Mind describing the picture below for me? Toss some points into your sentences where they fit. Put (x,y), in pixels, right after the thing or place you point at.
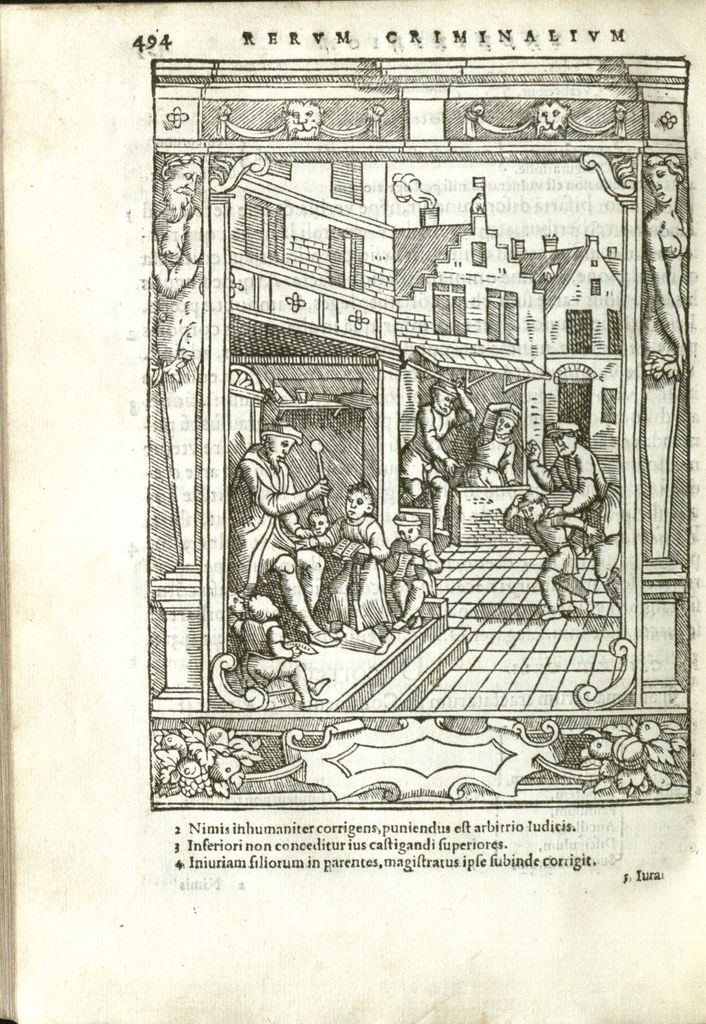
In this image I can see a group of people (357,588) on the floor (341,648), buildings (459,371), doors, windows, the sky (536,171), text (341,830). This image looks like a paper cutting (180,15) of a book (265,707).
